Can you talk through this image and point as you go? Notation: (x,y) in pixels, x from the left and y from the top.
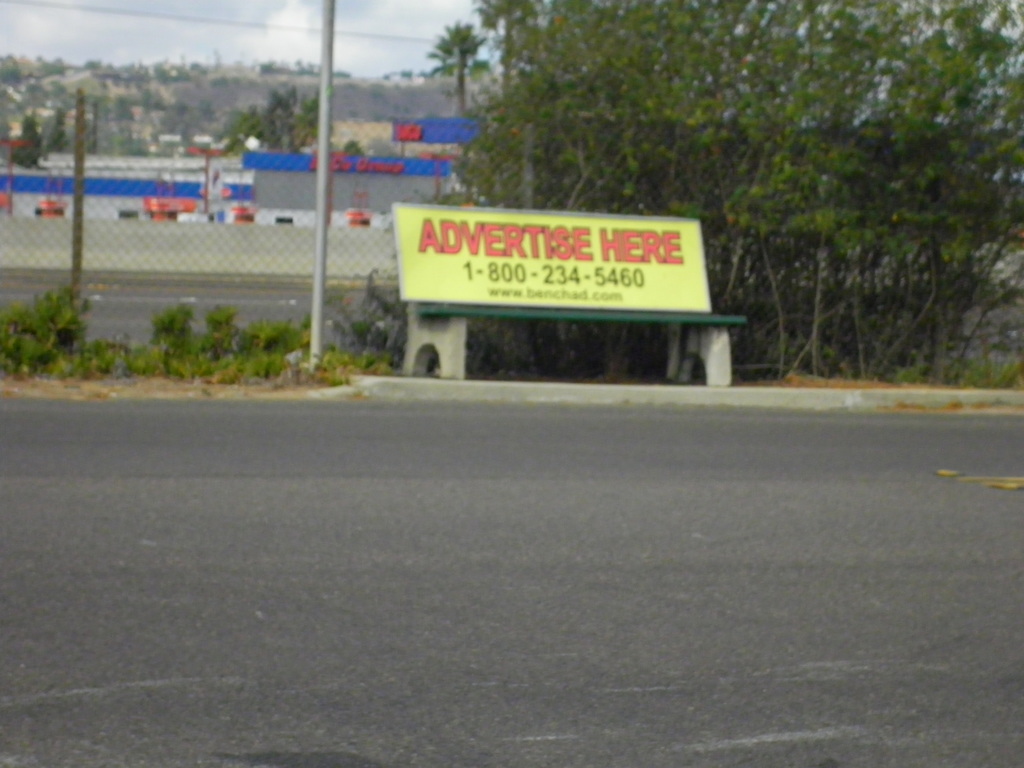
In the center of the image (543,289) we can see a bench (530,285) with some text (548,285) and numbers (495,269) placed on the ground (468,385). In the background (983,234), we can see a fence (279,252), building (412,162), group of trees (628,332) and the sky (200,39).
